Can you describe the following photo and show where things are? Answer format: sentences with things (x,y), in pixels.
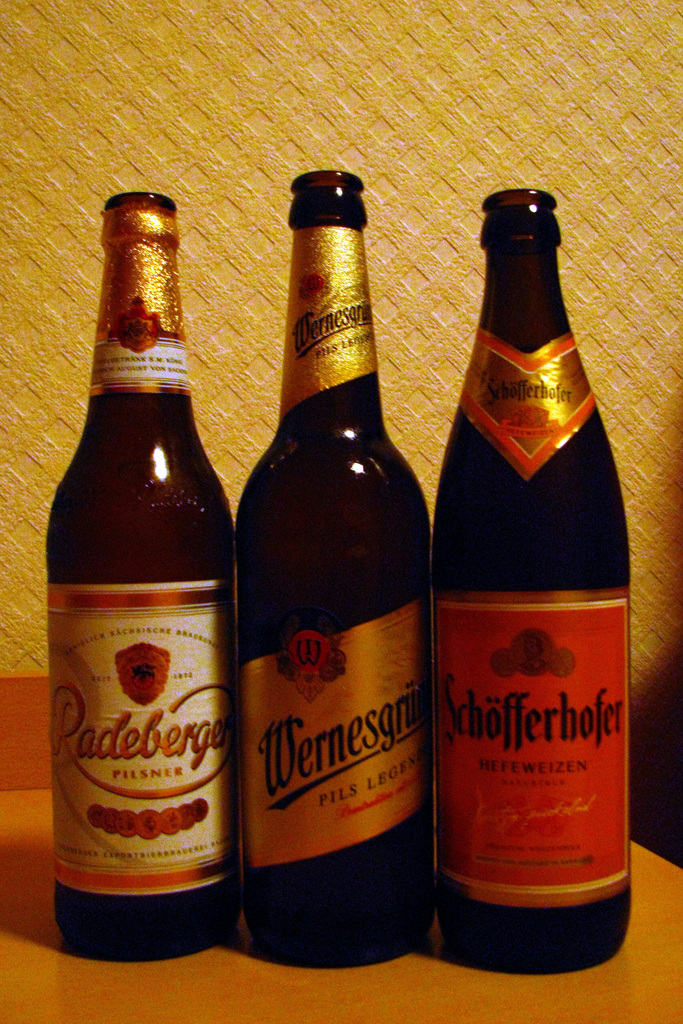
In this image there are three bottles (386,455) with three different labels (364,250) on the bottle (559,413).
